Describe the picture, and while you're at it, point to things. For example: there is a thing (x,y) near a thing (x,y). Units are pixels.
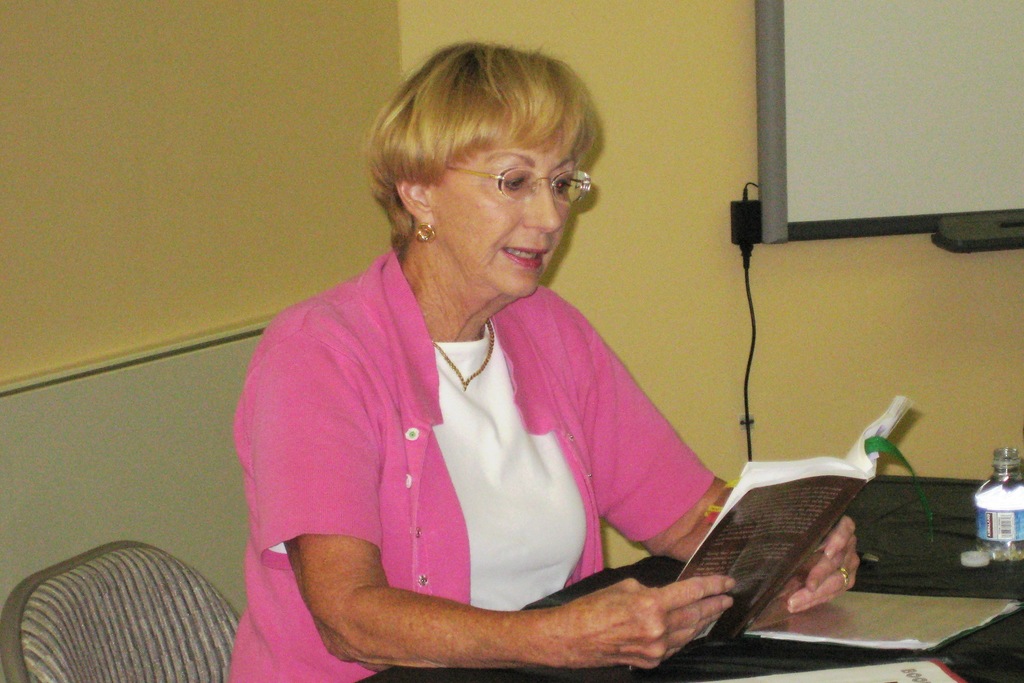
In this picture there is a woman (428,382) sitting and holding the book (686,576). There are books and there is a bottle (1007,514) on the table (1020,636). At the back (759,199) there is a board (778,44) and there is a wire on the wall (756,421). On the left side of the image (151,397) there is an object (187,400) behind the chair (165,676).
